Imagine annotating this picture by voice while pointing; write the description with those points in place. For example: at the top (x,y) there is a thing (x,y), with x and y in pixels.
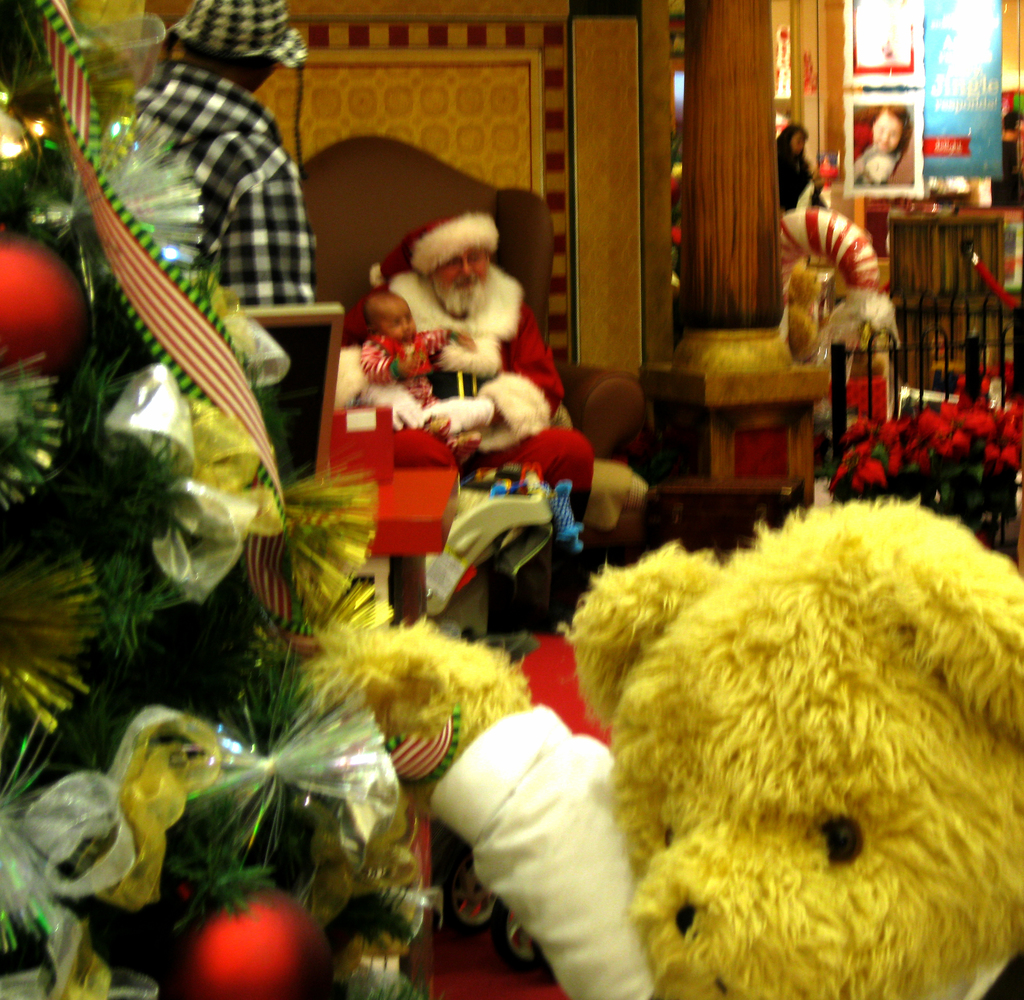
In the center of the image (454,335) there is a santa (447,315) and kid (428,392) sitting on the chair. On the left side of the image (232,35) we can see Christmas tree (187,768) and person (210,160). At the bottom of the image (380,705) we can see teddy bear (920,731) and toys (474,904). In the background (625,81) we can see wall (640,114), pillar (697,94), person (796,180), fencing (836,383) and advertisement (928,107).
